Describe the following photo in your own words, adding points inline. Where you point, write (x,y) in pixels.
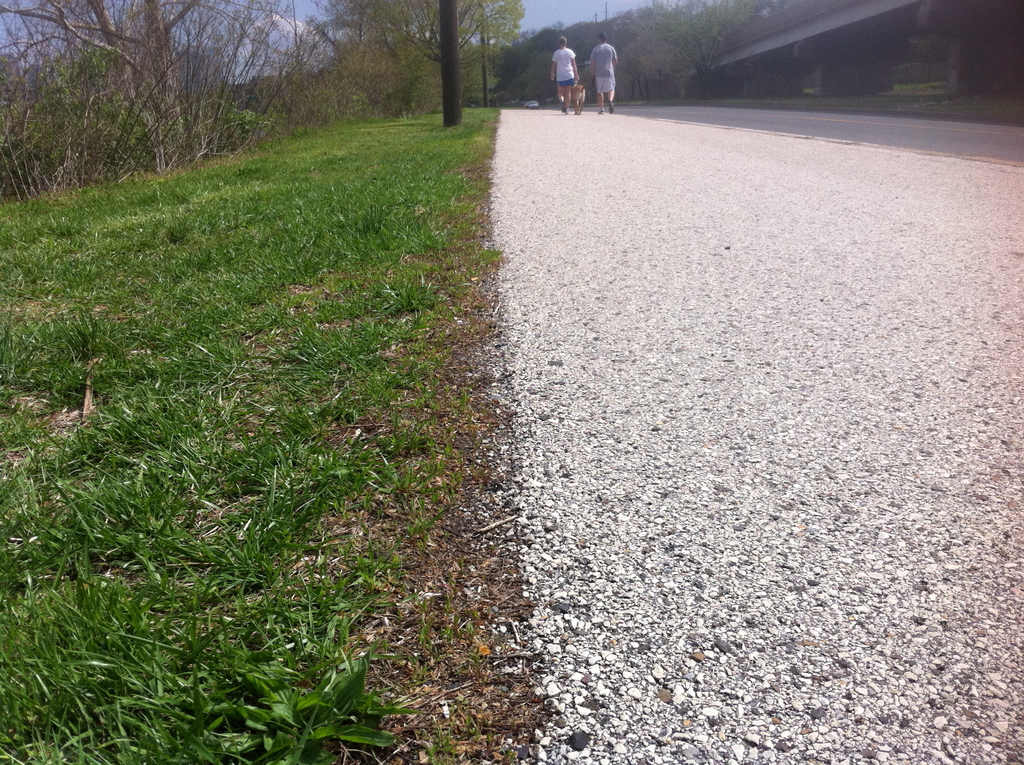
In this picture we can see a few people (567,109) and an animal (578,87) on the path (564,130). There is a vehicle (530,109) visible at the back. Some grass (135,455) is visible on the ground (106,291). There is a pole (452,49), trees (257,55) and other things (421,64) are visible in the background (111,106). Sky (303,12) is blue in color.
